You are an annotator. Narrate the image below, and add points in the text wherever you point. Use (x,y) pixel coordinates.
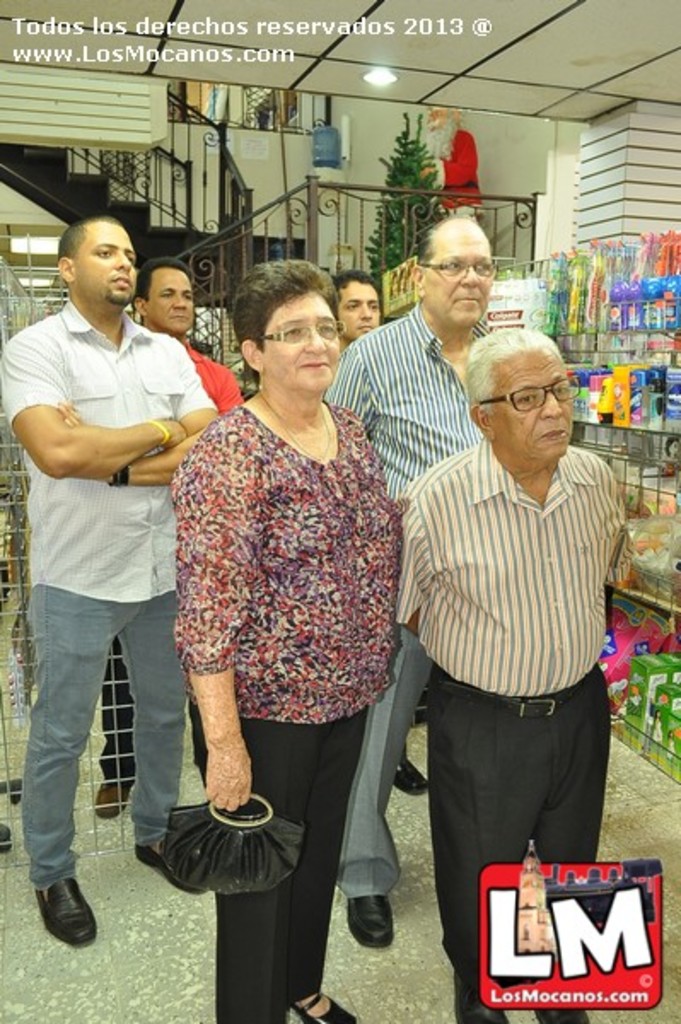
There are few persons (405,513) standing on the floor (390,962). Here we can see a rack (666,438), bottles (666,298), boxes (633,660), light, plant (385,257), staircase (289,199), and a pillar (628,157). In the background (520,211) we can see wall (488,147).
